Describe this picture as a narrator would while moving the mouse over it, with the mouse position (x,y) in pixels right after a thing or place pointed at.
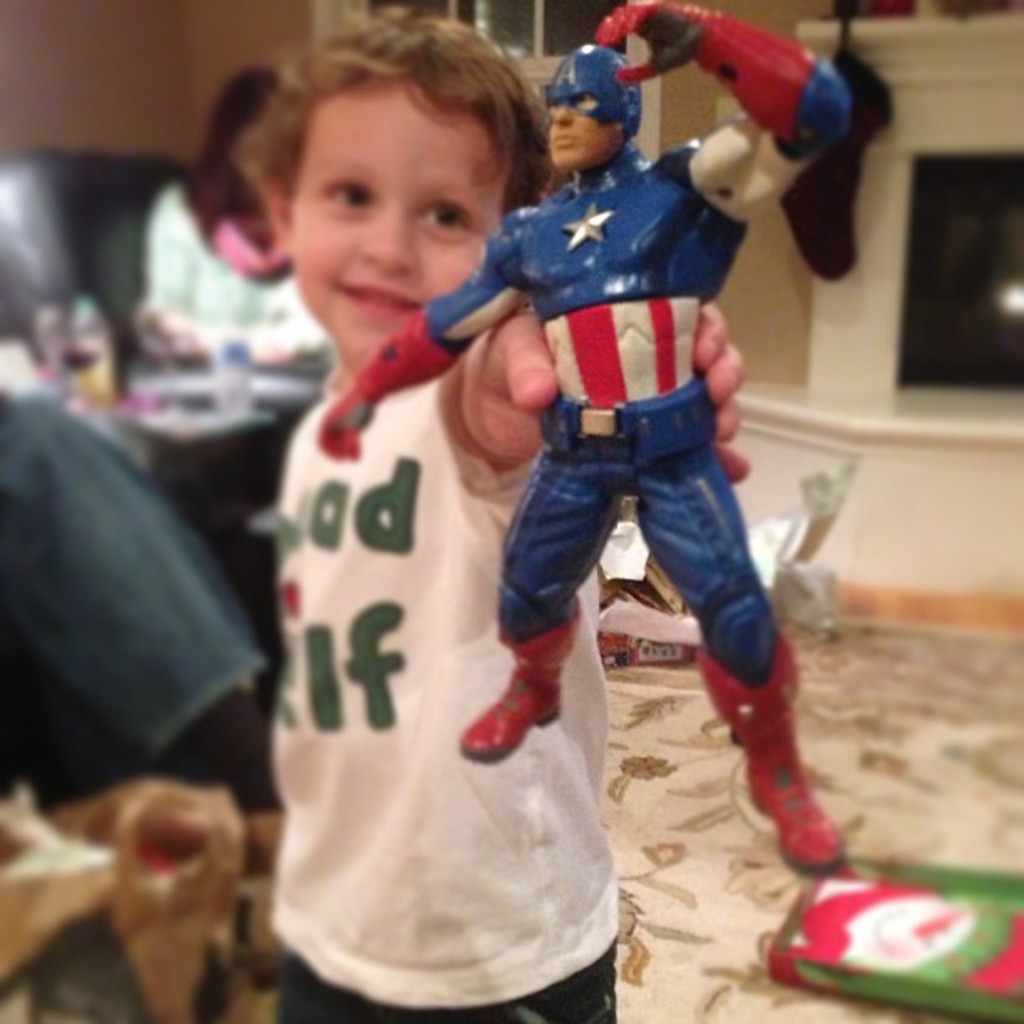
This is the picture of a room (262,0). In this image there is a boy (350,507) standing and smiling and he is holding the toy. At the back (248,121) there is a person (192,238) sitting. There are bottles (54,338) and some objects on the table (280,403). At the back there is a door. At the bottom (704,1000) there are boxes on the mat (685,980).
